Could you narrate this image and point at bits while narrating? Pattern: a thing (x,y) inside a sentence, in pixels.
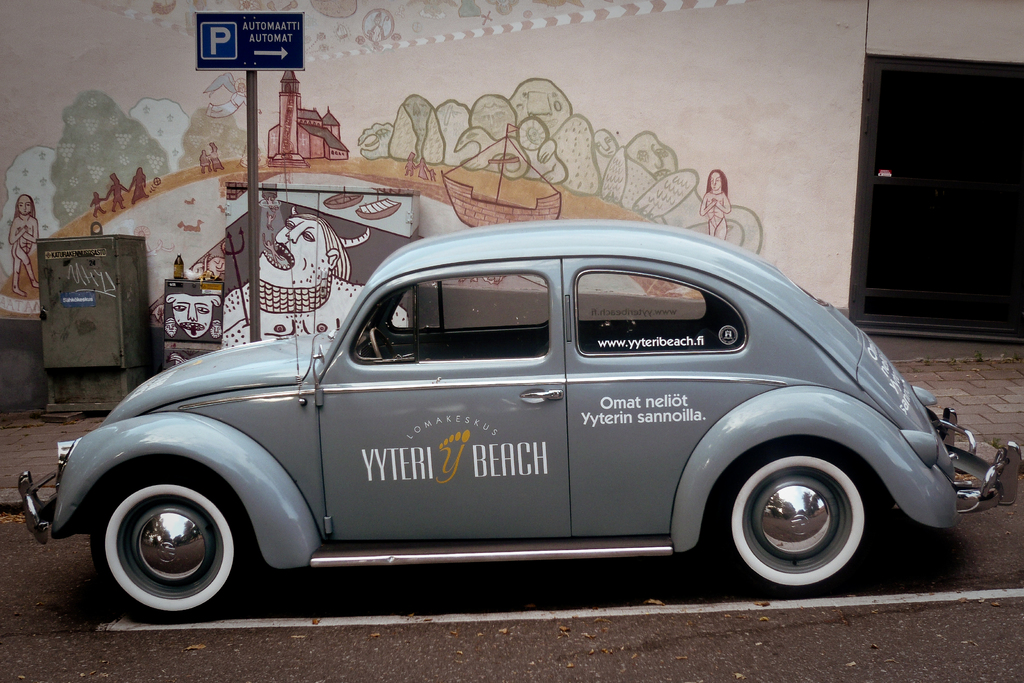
This picture shows a car (267,349) and we see a sign board (250,52) on the sidewalk (39,426) and we see painting (526,80) on the wall (298,9) and we see a metal cupboard (132,271) and a water bottle (182,279) on the another cupboard (169,279).
